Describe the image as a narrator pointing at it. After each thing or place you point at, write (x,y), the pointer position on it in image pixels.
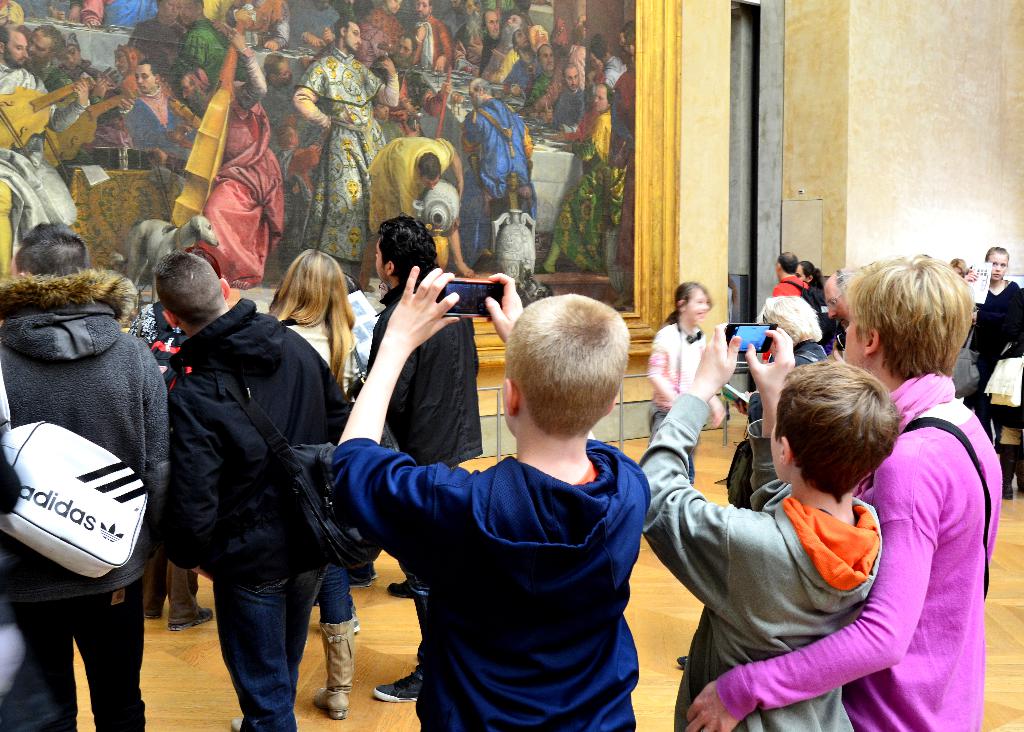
In the foreground (282,556) I can see a group of people (284,525) are standing on the floor (381,612) and are holding some objects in their hand (698,394). In the background (598,191) I can see a wall painting (581,195), door (737,245) and wall (922,126). This image is taken may be in a hall (357,558).
